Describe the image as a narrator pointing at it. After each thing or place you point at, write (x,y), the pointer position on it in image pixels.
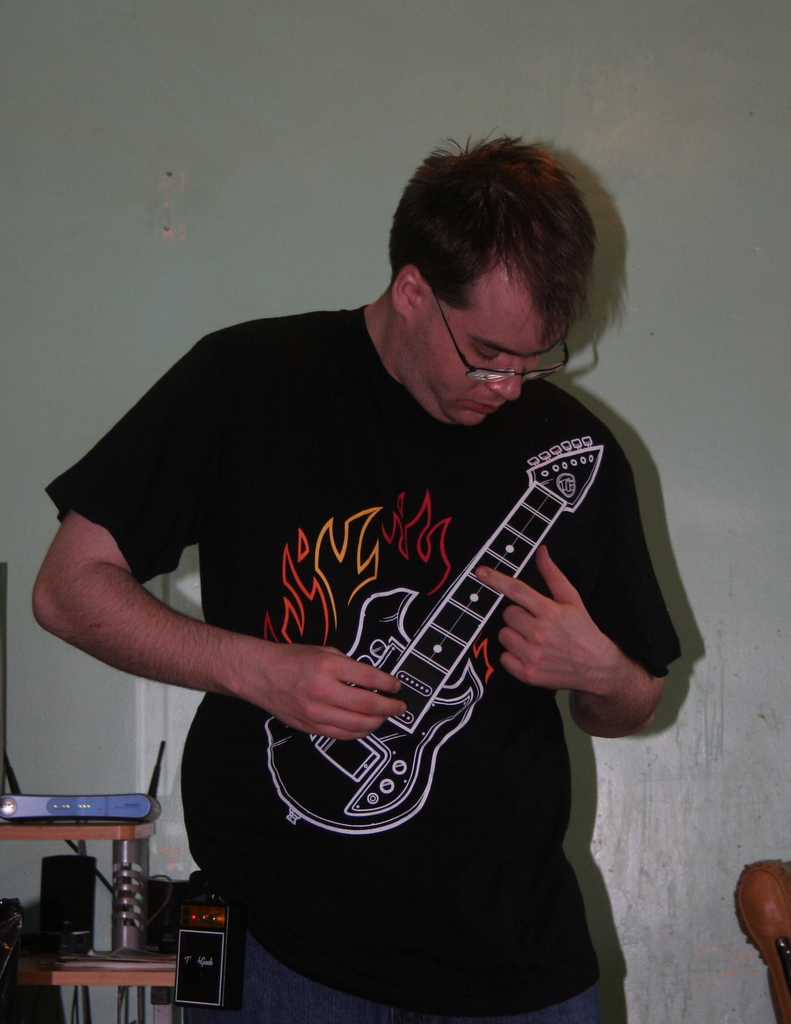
In this image in the center (378,497) there is one man (315,727) who is standing and on the left side (136,892) there are some speakers (87,864) and one table (117,915), in the background (26,721) there is a wall (246,206).
